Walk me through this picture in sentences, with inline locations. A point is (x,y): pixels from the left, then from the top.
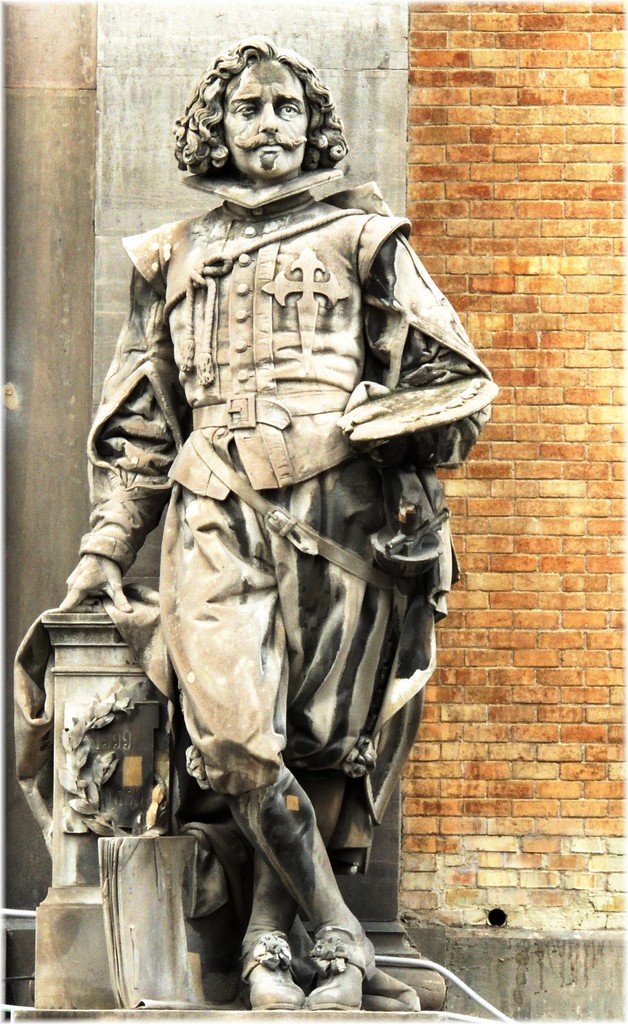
In this image we can see a statue (176,784). In the background (163,137), we can see a wall (416,794).
